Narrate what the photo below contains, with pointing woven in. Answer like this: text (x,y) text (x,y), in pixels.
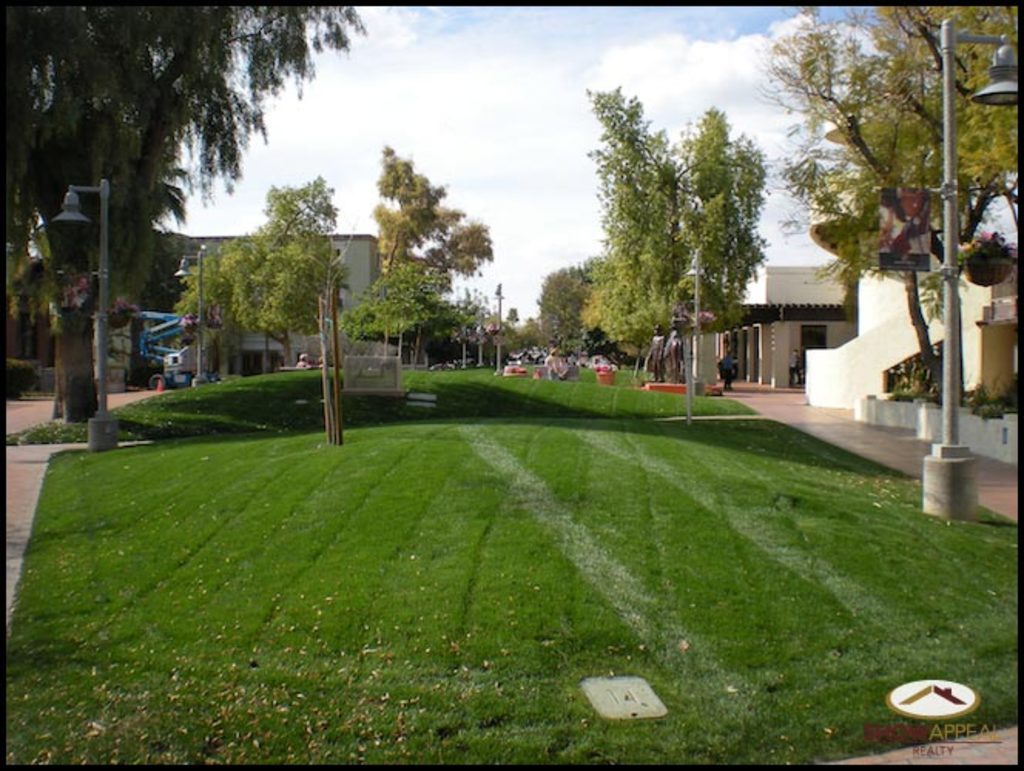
In this image there is a ground (403,516) with some grass (362,509) at bottom of this image (537,661) and there are some trees (635,343) in middle of this image (362,294) and there are some buildings (908,348) in the background (717,373) and there is a sky (483,112) at top of this image (487,96). there is one vehicle (164,378) at left side of this image (197,356) and there are some poles (198,382) placed at middle of this image (497,360).
